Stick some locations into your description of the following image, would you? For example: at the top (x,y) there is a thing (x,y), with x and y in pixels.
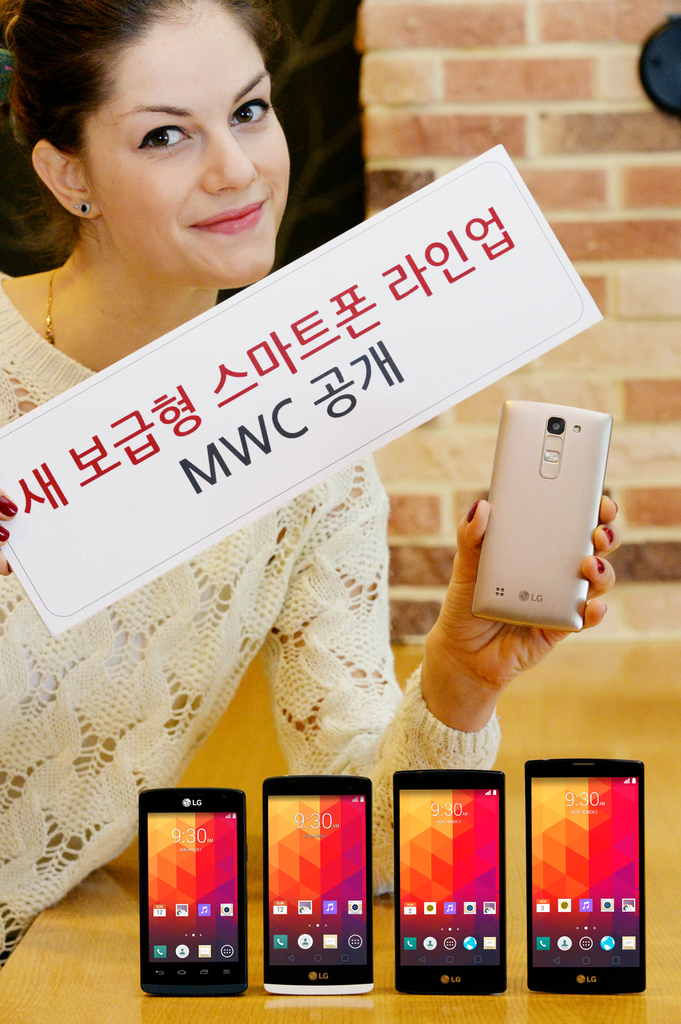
In this image we can see woman (324,622) holding a card (402,368) and a mobile (543,437). There are four mobiles (357,885) on the table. At the background (593,211) we can see a wall (413,85).
